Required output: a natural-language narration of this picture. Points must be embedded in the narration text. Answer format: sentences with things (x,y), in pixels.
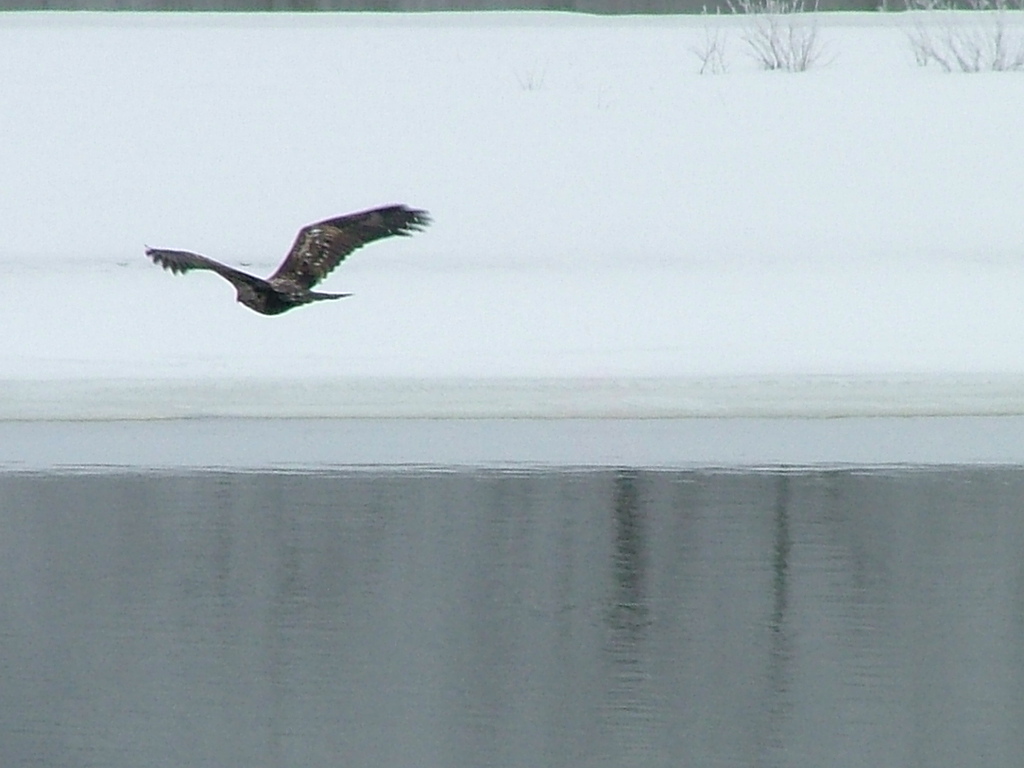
In the image there is a bird (304,271) flying in the air and in the back (780,102) the land (780,102) is covered with snow (216,170) all over it. there are some plants (773,59) on the right side (791,51) and in the front (384,586) it's a lake (432,613).
